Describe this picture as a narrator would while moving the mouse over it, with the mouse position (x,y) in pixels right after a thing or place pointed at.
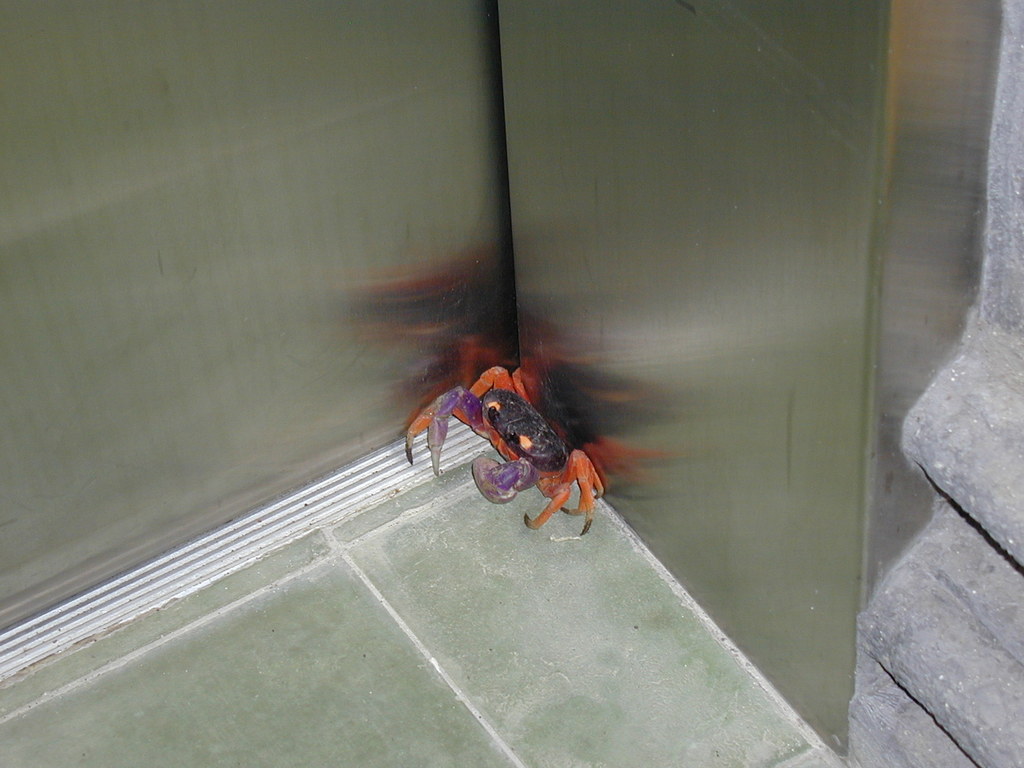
In this image there is a crab (505,436) on the floor (429,621), there is wall (354,73) truncated towards the top of the image (616,33), there is wall (967,350) truncated towards the right of the image (884,283), there is wall (62,270) truncated towards the left of the image (36,300).
